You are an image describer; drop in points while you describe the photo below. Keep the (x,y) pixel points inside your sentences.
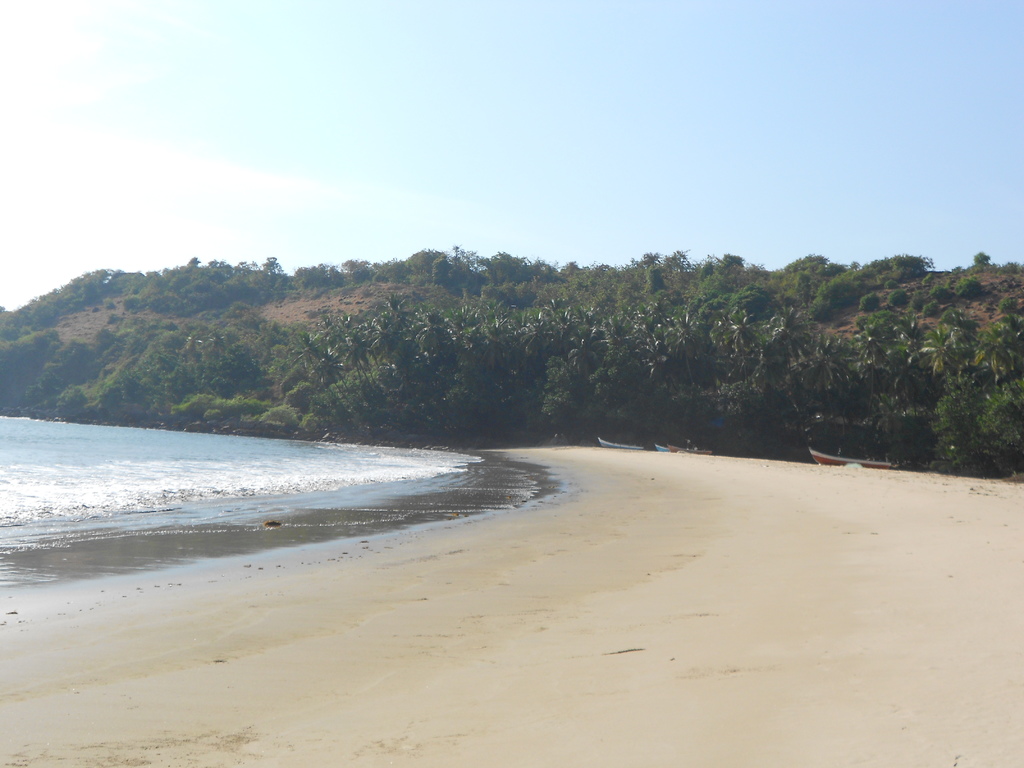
In the foreground of the picture (757,581) there are boats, sand (695,526) and water (163,459). In the center (500,358) the picture there are trees (371,370), plants (217,371). Sky (404,131) is clear and it is sunny.
